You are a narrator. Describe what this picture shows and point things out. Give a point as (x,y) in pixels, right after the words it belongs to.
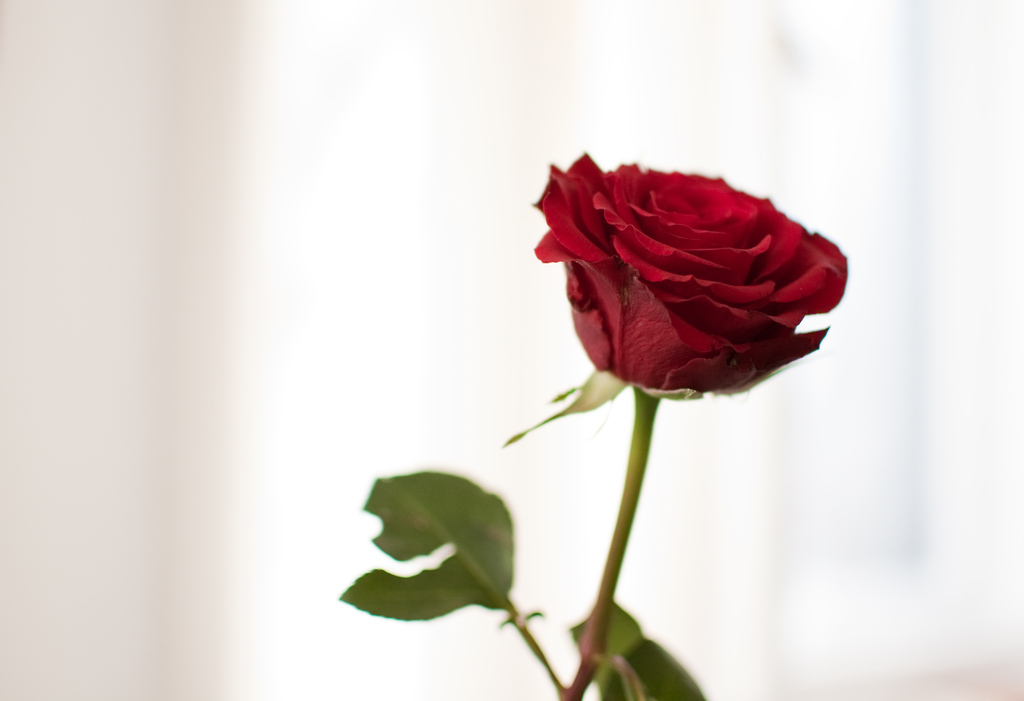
In this image there is a red color rose flower (705,320) with stem (585,678) and leaves (439,520). There is white color background (932,143).
